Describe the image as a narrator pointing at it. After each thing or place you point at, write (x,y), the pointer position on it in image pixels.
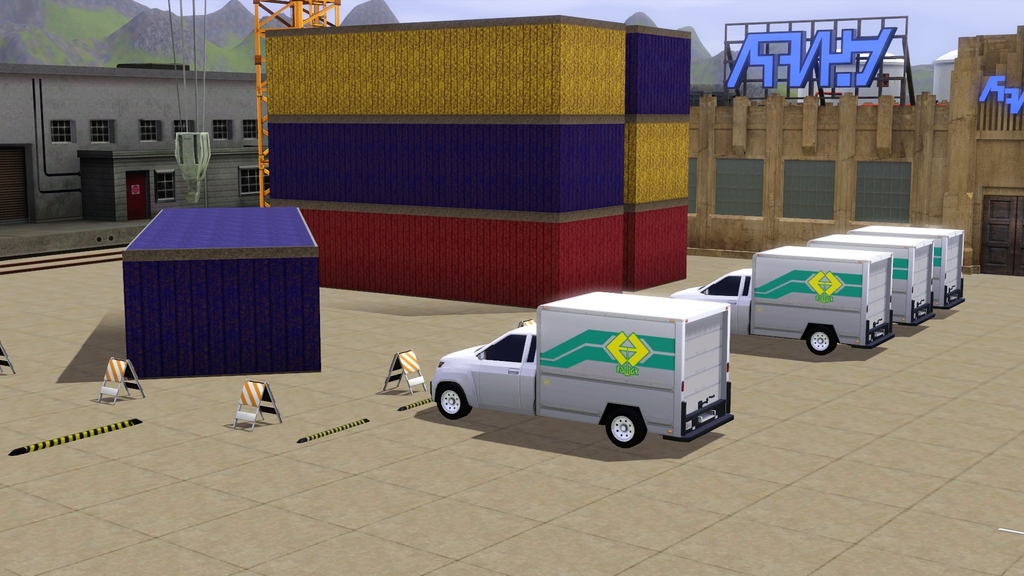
In this picture we can see cartoon images of few vehicles (563,353), containers (472,212), buildings (837,139), hills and hoardings (792,45).
